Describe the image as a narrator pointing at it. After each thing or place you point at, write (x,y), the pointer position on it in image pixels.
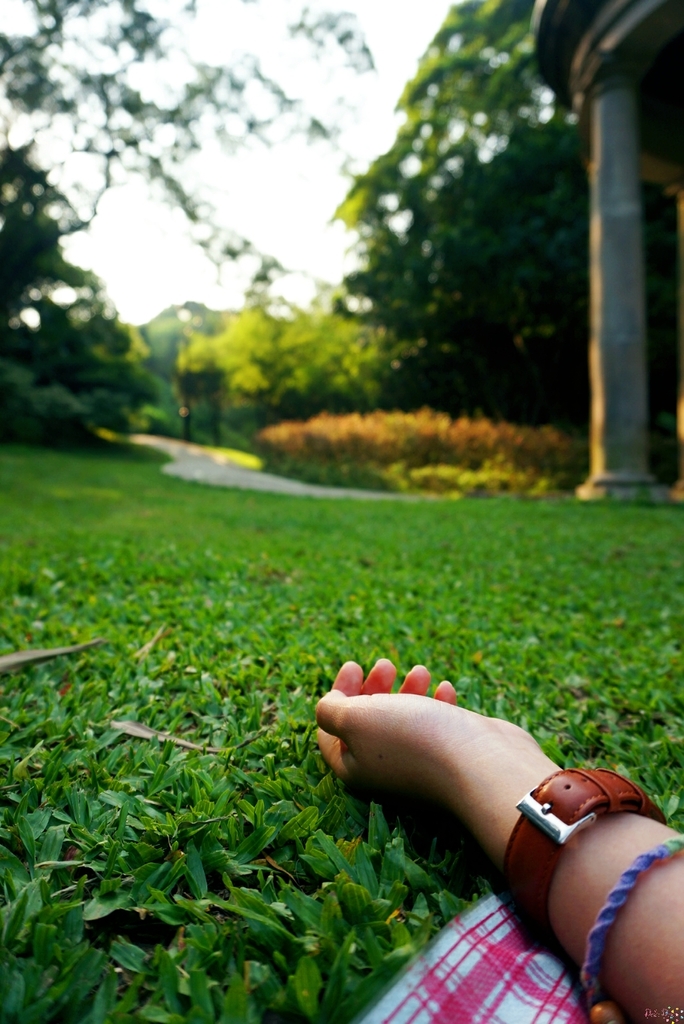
As we can see in the image there is a human hand (598,900), grass (467,583), plants (370,450) and in the background (384,374) there are trees (242,103). On the top (228,215) there is sky (436,22).
